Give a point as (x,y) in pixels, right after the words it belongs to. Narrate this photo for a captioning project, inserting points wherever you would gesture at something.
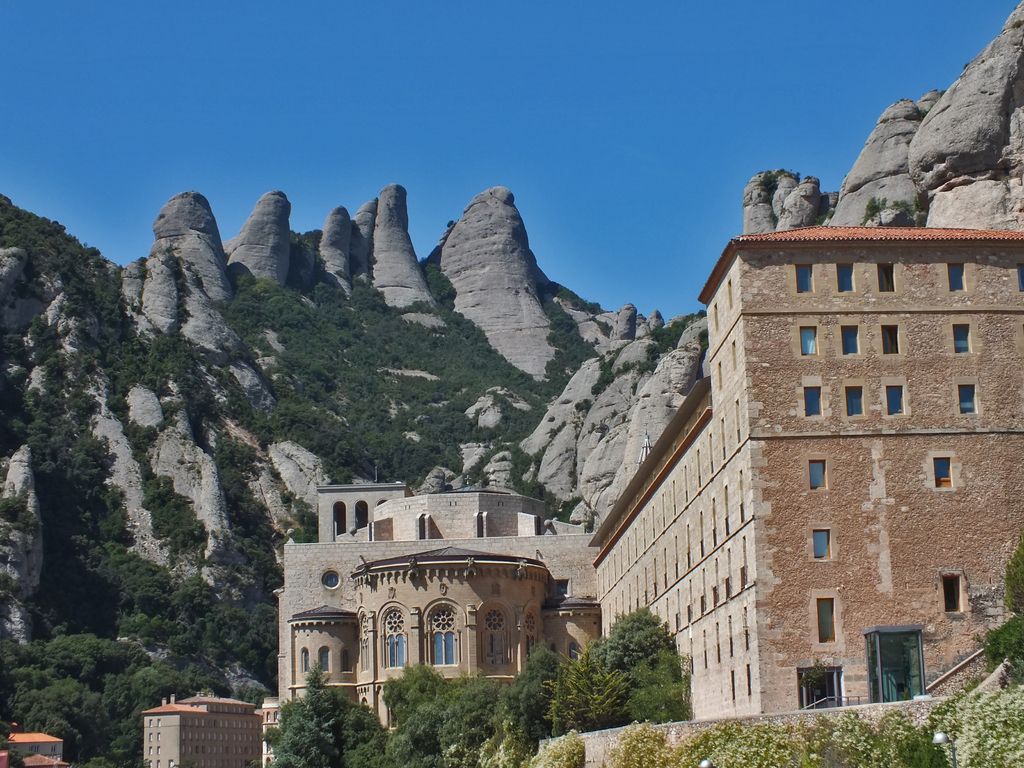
In this image we can see a few buildings (466,499), there are some trees (420,694), windows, mountains (401,289), flowers (661,739) and the wall (676,730), in the background (695,81) we can see the sky (788,99).
